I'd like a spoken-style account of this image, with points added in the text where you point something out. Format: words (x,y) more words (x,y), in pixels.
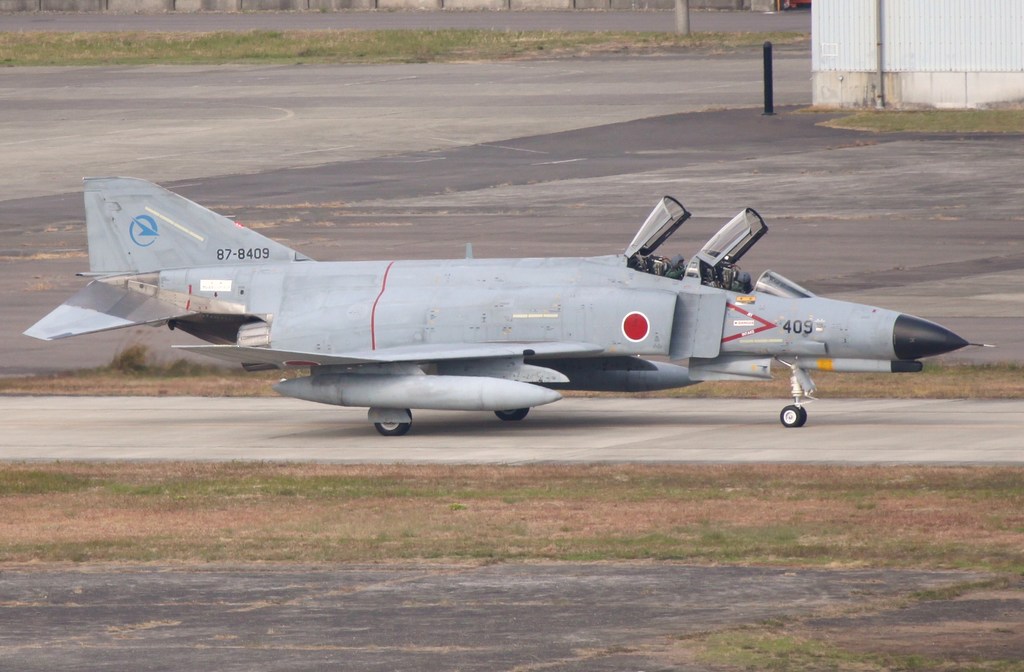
In this image we can see aircraft (382,346) on the ground (220,408). There is grass (394,498) on the ground (334,511). And we can see poles (687,29). On the right side (948,65) there is a wall (925,93).
